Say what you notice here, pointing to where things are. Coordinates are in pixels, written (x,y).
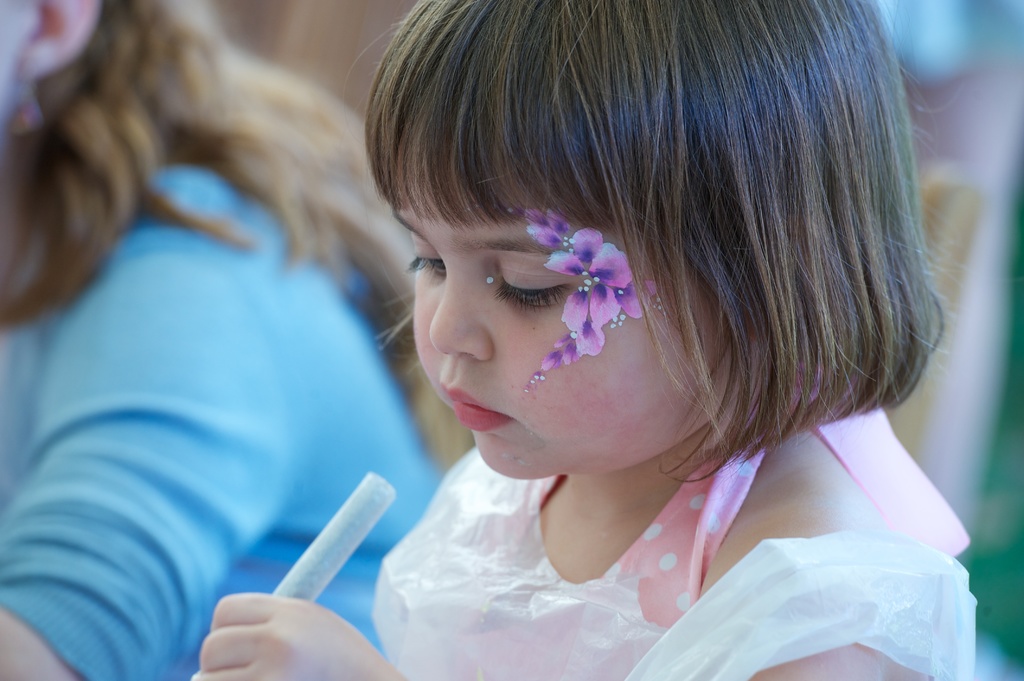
This image is taken indoors. On the left side of the image (188,324) there is a woman (87,326). In the middle of the image (667,341) there is a kid (592,375) and she is holding a pen (348,558) in her hand (266,611). In this image the background (996,619) is a little blurred.
